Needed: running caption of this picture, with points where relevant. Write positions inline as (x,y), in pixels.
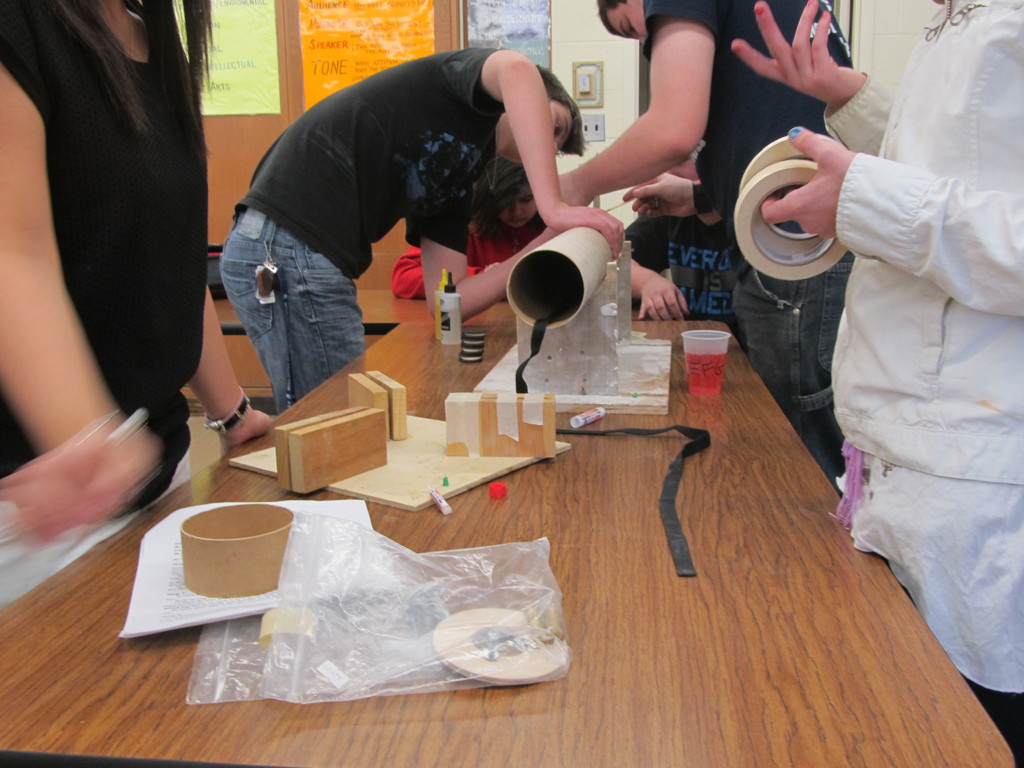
This is an image clicked inside the room (126,411). In the middle of the image (584,503) there is a table (670,673). On the table (679,695) I can see glasses (691,347) and some material (552,423). There are few people (931,425) standing around this table (100,598). In the background (356,74) I can see a wall (578,31) and few posters (391,28) are attached to this wall (558,36).
